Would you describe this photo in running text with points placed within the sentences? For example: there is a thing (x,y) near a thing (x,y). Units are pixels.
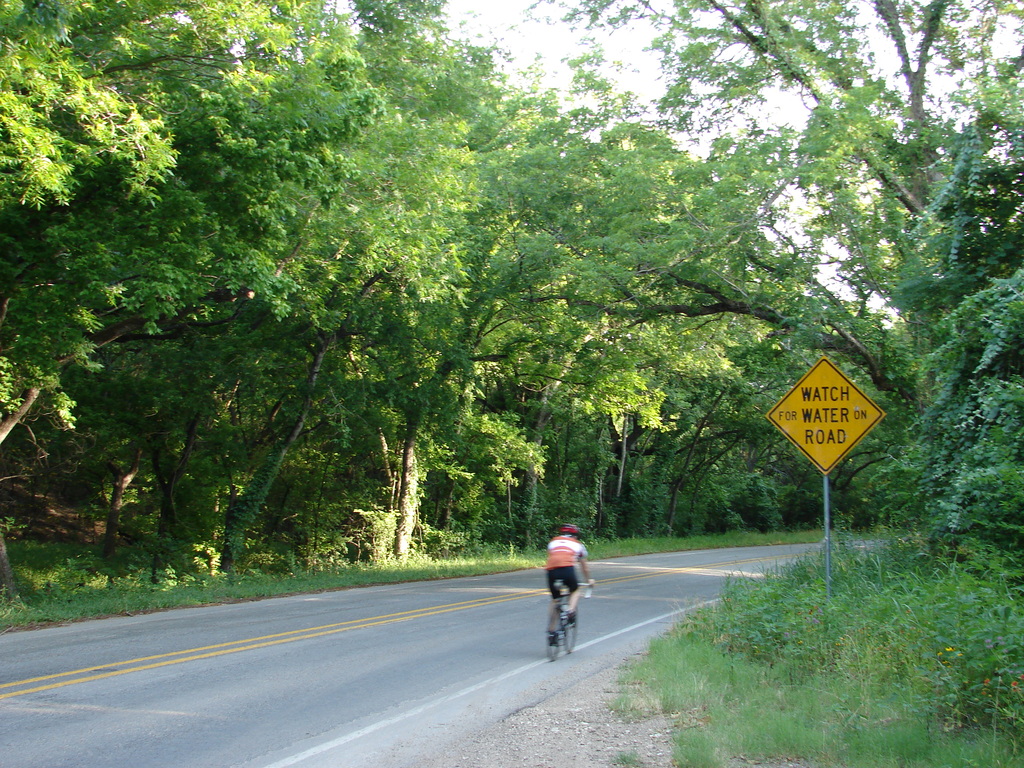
In the image I can see a person (575,570) who is riding the bicycle (567,606) on the road (534,631) and also I can see some trees (561,410), plants (864,621) and a board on which there is some text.
